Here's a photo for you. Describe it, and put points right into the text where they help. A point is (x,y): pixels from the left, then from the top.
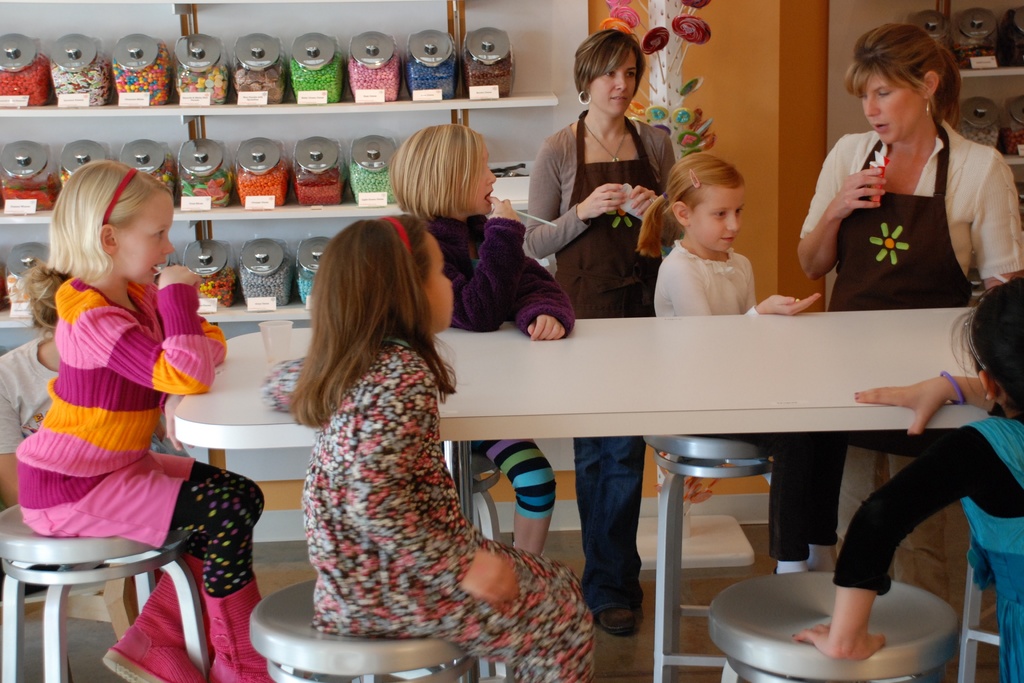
In this picture we can see two woman (599,141) standing and children's (562,288) sitting on stool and in front of them there is table (238,367) and on table (216,413) we have glass (276,331) and beside to them we have jars (313,70) with candies (321,180) in it on racks (77,112), wall (722,76).
